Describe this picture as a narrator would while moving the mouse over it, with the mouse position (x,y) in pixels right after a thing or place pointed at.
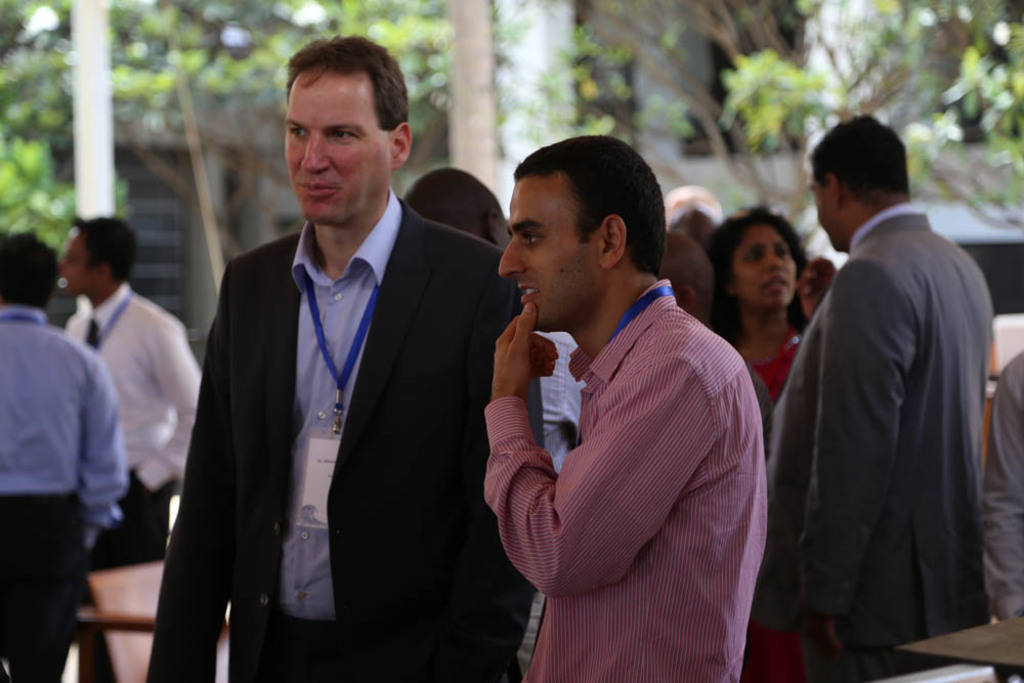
In this picture there are people (287,453) and we can see chair (87,666). In the background of the image (603,38) it is blurry and we can see trees (438,50).
